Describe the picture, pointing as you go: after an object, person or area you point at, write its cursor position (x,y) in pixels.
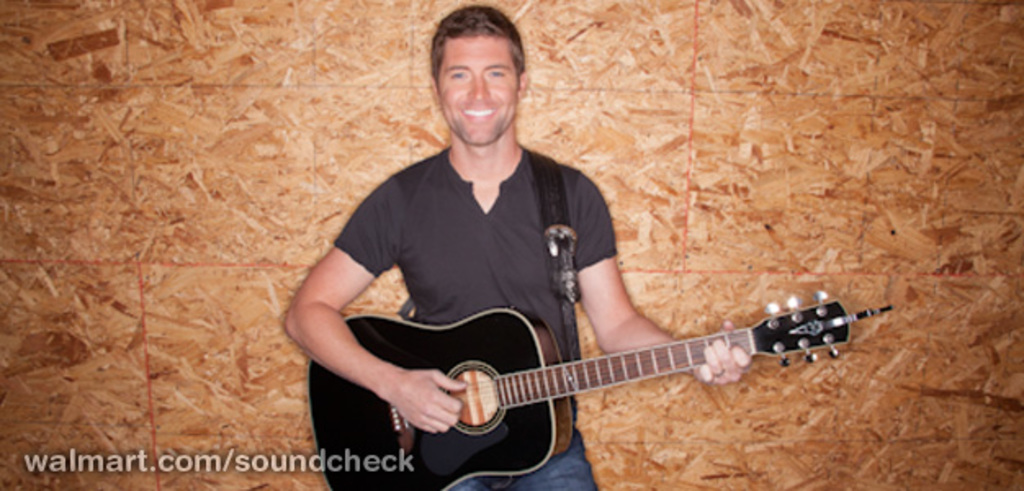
A man (482,215) with black t-shirt (482,238) is standing and playing guitar (520,374). He is smiling.
